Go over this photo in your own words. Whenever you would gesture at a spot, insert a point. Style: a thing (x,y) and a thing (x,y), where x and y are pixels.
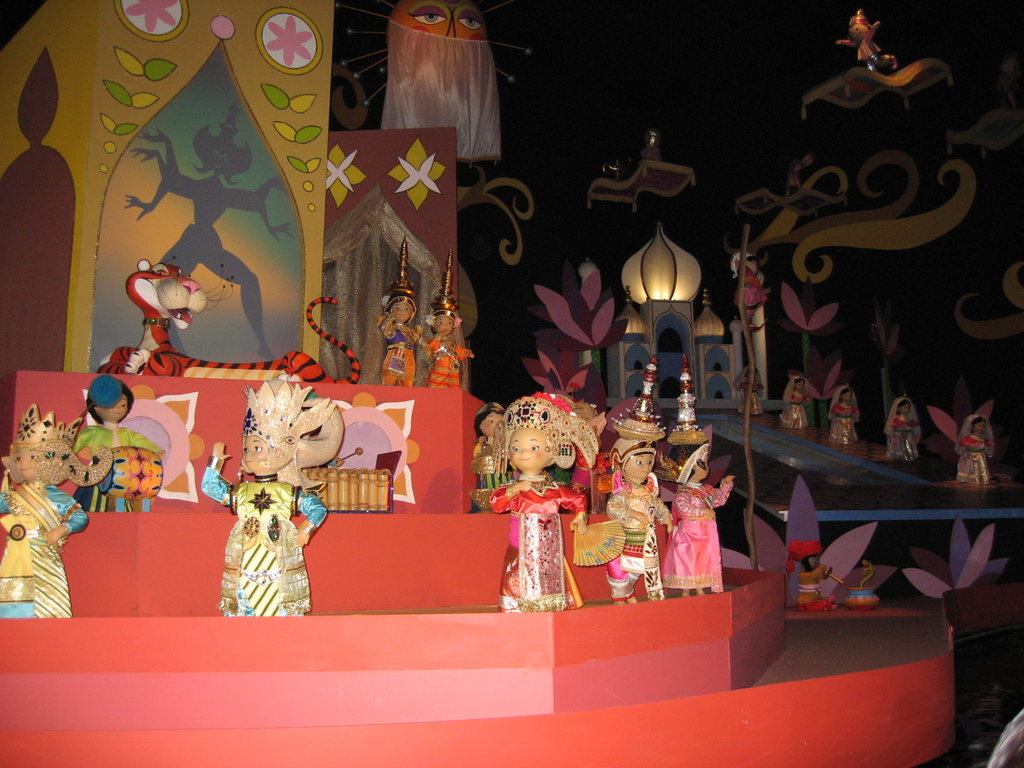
In this image we can see decors (587,462) placed in rows on the stage (358,572).
